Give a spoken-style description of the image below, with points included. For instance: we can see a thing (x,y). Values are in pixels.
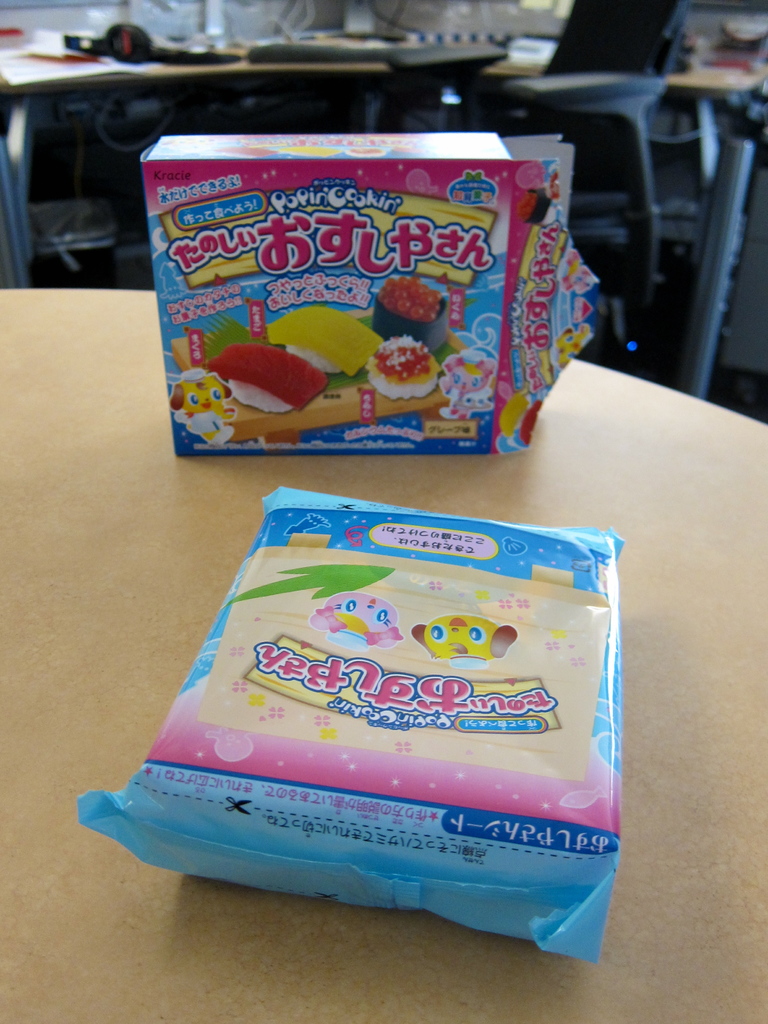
In this image, we can see candy kit packs (346,347) which are on the table (559,407) and in the background (397,44), we can see some objects (630,114).
